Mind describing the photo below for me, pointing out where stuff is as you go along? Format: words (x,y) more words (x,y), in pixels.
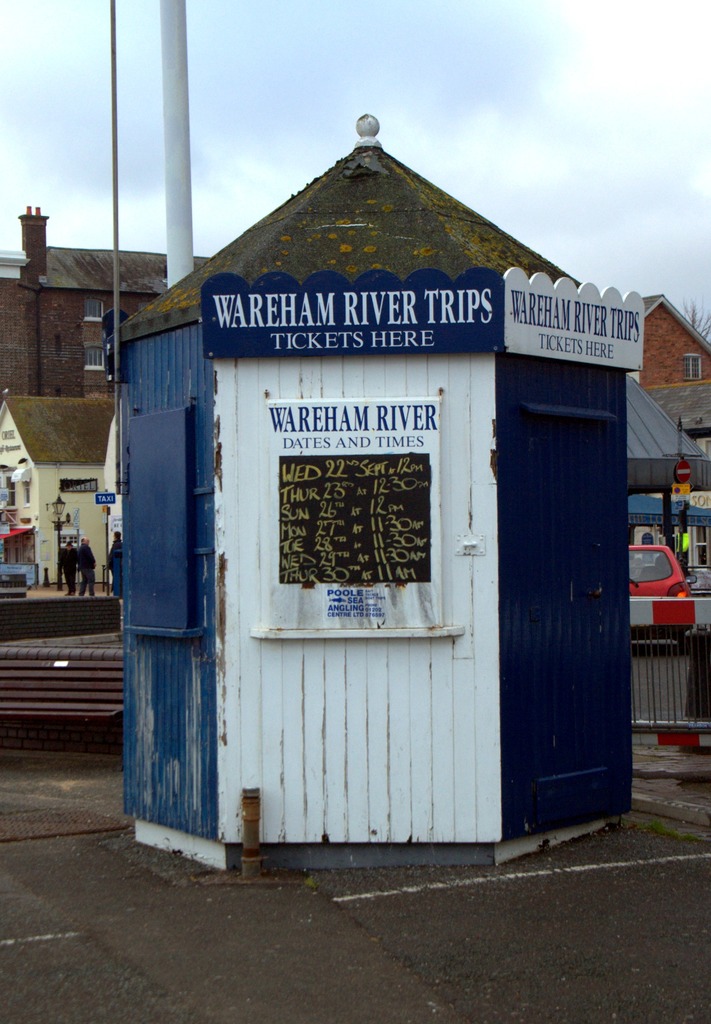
In this image there is a house (520,488) having few boards (389,554) attached to it. Few persons (75,574) are standing on the floor (95,588). Right side (664,586) there is a car (676,571) on the road (681,661). Before it there is a fence (656,717). A street light (58,549) is on the pavement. Background (13,523) there are few buildings (13,344). Top of the image (398,107) there is sky (444,112). Behind the house (173,423) there is a pole (170,163).
